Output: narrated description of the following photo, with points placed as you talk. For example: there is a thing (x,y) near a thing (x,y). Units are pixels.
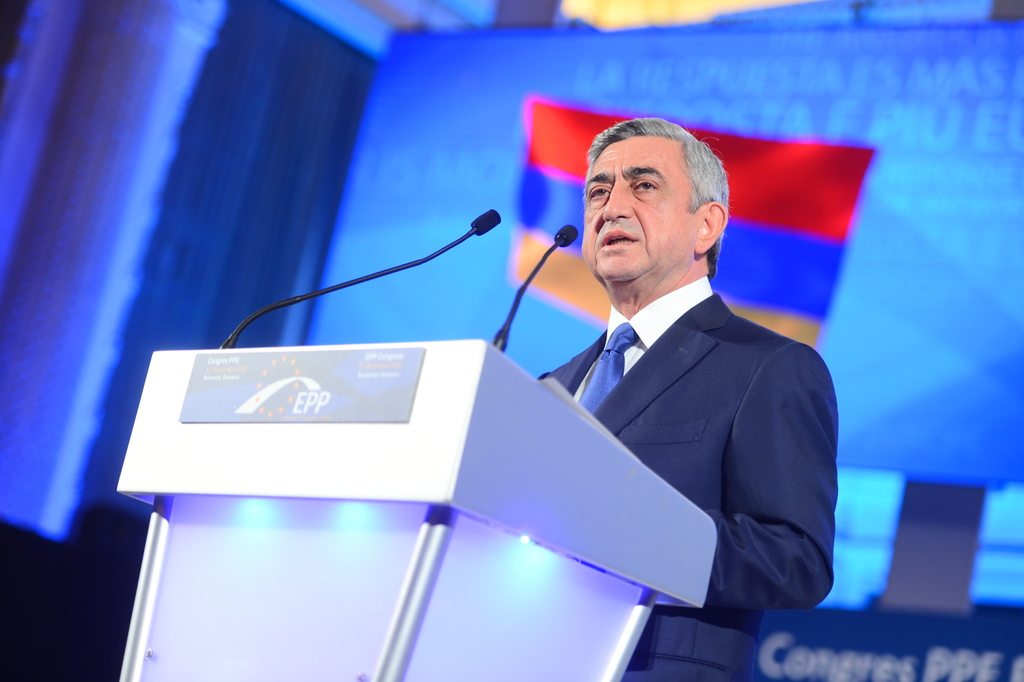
In this image we can see a person (667,382), he is talking, in front of him there is a podium (431,407), on that there is a board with some text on it, there are two mics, behind to him we can see the screen (638,100), a flag (590,140), and a poster (848,668) with some text (818,658) on it, the background (785,667) is blurred.
